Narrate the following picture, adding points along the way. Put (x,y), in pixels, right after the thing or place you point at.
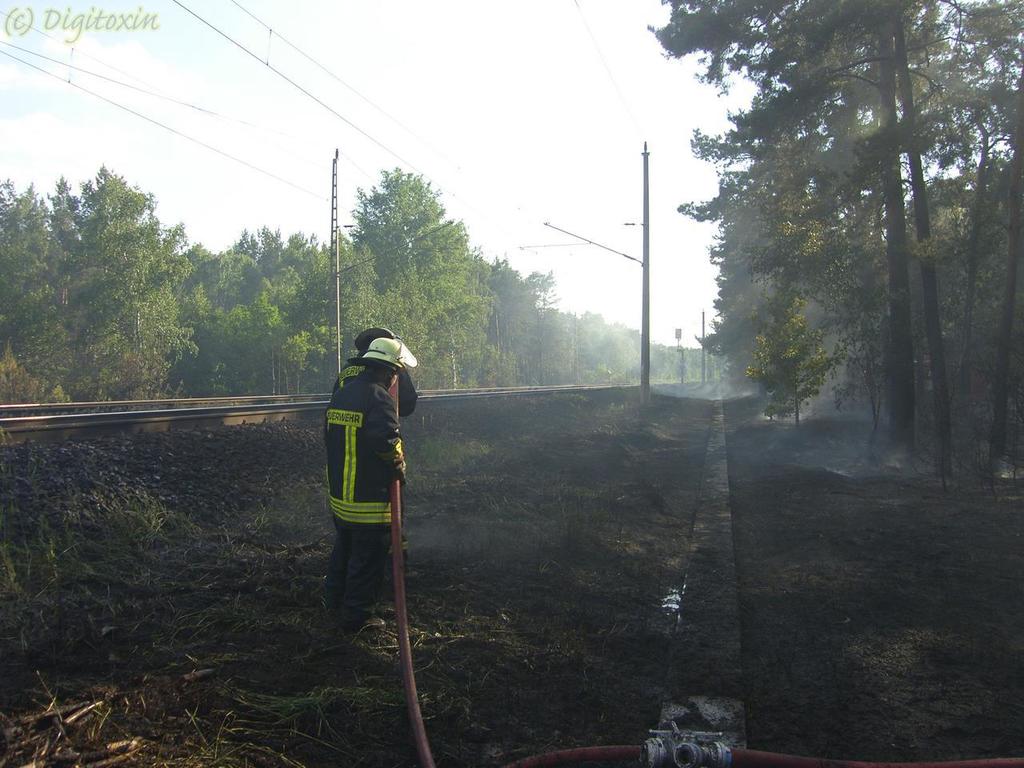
This image consists of two men (376,532) wearing jackets (407,375) and helmet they are holding a pipe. To the right (816,349), there are trees (756,293). To the left (41,418), there is a track (147,415). In the middle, there is a pole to which many wires (564,245) are fixed.
